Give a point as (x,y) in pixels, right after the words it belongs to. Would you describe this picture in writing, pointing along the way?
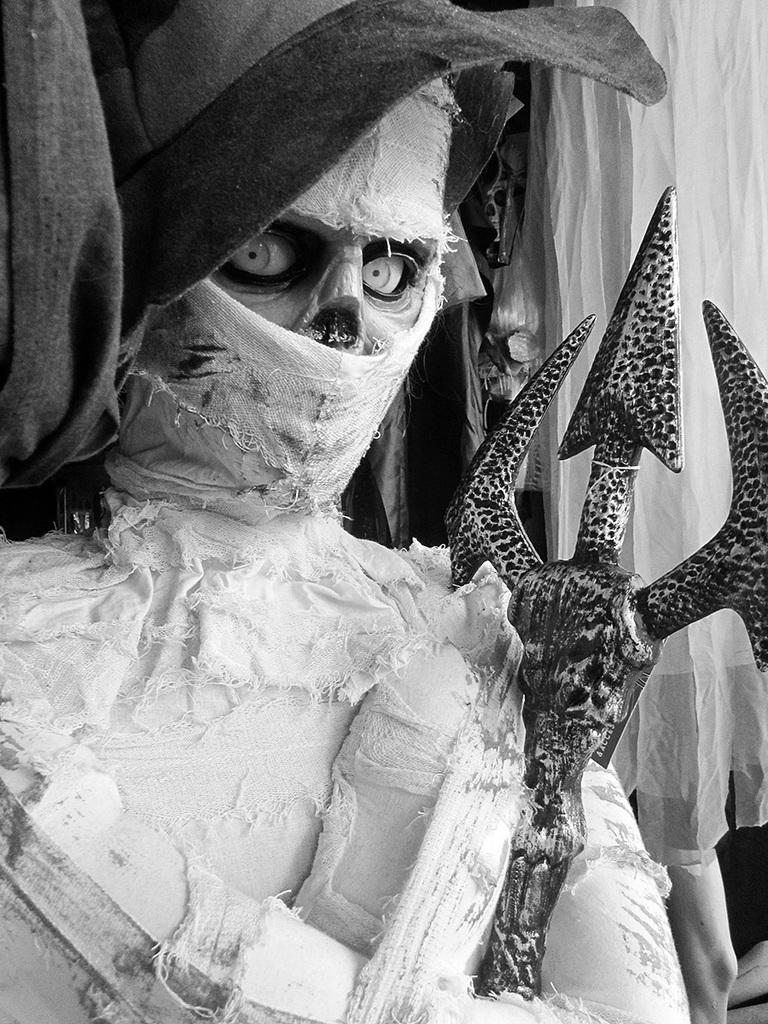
In this picture we can see a mummy (380,663) and a metal rod (616,632).
